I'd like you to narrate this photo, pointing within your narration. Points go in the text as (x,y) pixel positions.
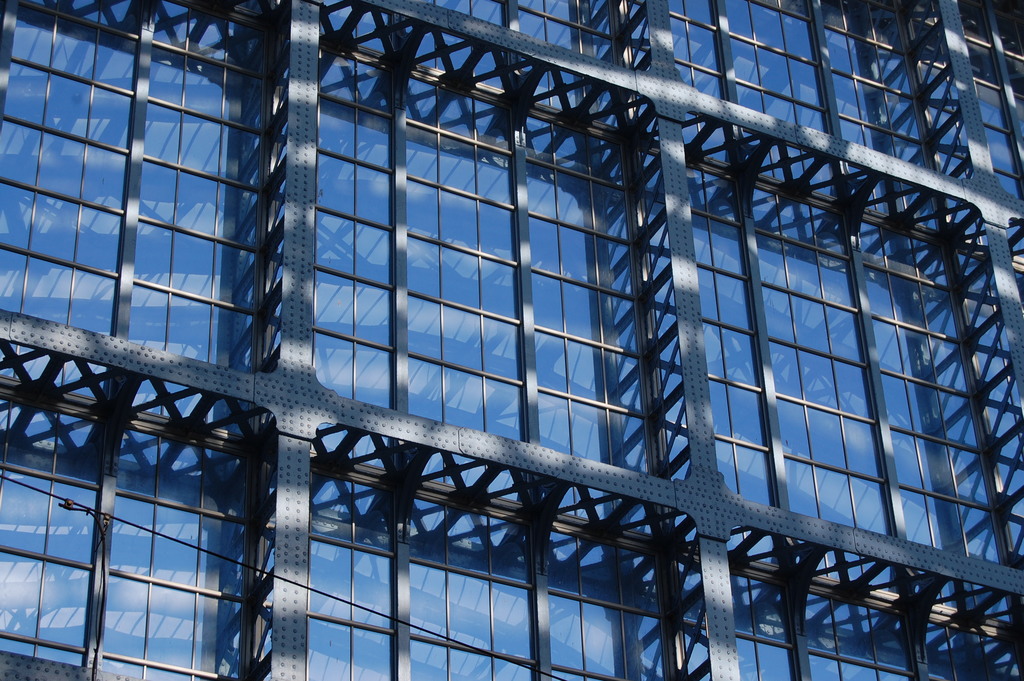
In this image we can see a building (238,359) and also we can see the metal rods (308,216).
